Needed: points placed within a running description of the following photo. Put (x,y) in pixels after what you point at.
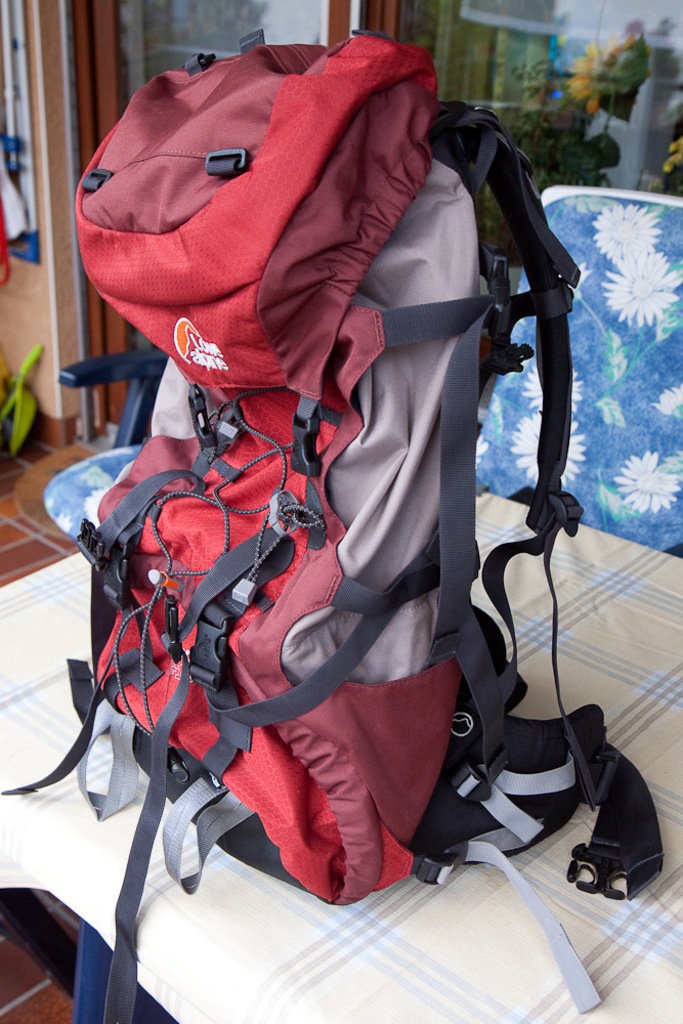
In this picture we can see a backpack (308,659) on the table (405,968). This is the chair (632,387). And there is a cloth (239,961) on the table (224,965). This is the floor (26,993).
